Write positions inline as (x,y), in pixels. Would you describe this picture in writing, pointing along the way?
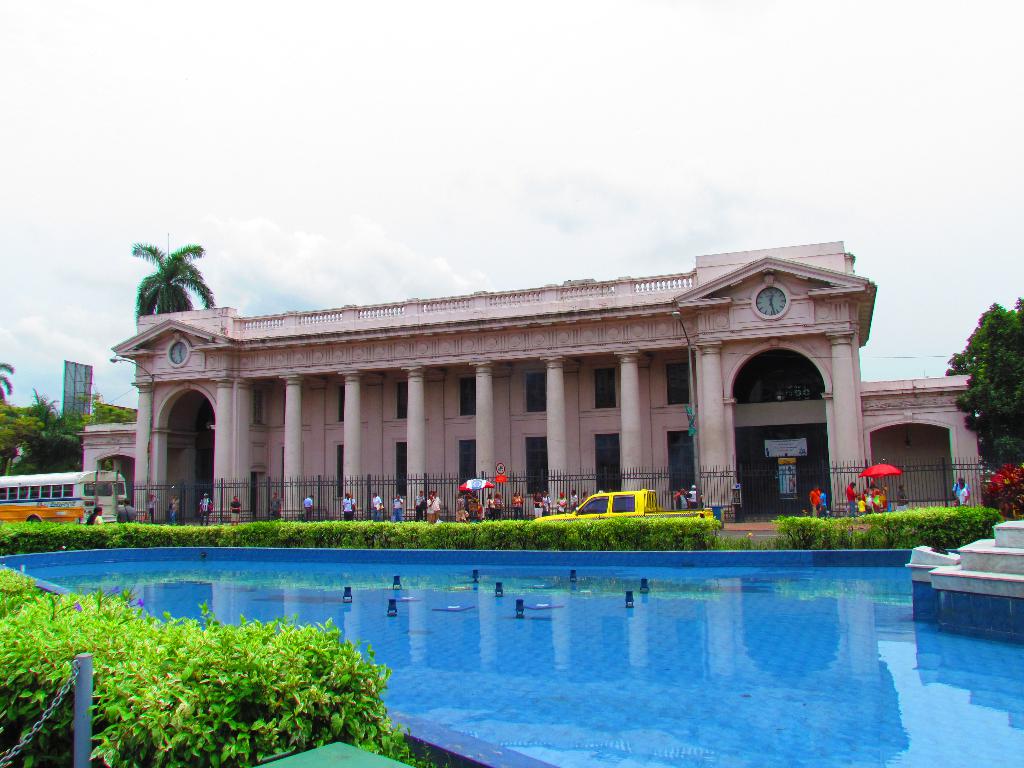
Here in this picture we can see a building (587,390) present and in the front (391,700) we can see a pool (304,551), which is filled with water (587,744) present over there and we can see bushes (23,597) present all around it and on the left side (44,491) we can see a bus (110,511) present and we can see people (460,496) standing and walking on the road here and there and we can also see a car (630,511) present in the middle (603,502) and we can see trees (94,408) and plants (43,438) present in the far and we can also see clouds (295,267) in the sky (488,160) and on the right side (878,466) we can see an umbrella (871,474) present over there.
